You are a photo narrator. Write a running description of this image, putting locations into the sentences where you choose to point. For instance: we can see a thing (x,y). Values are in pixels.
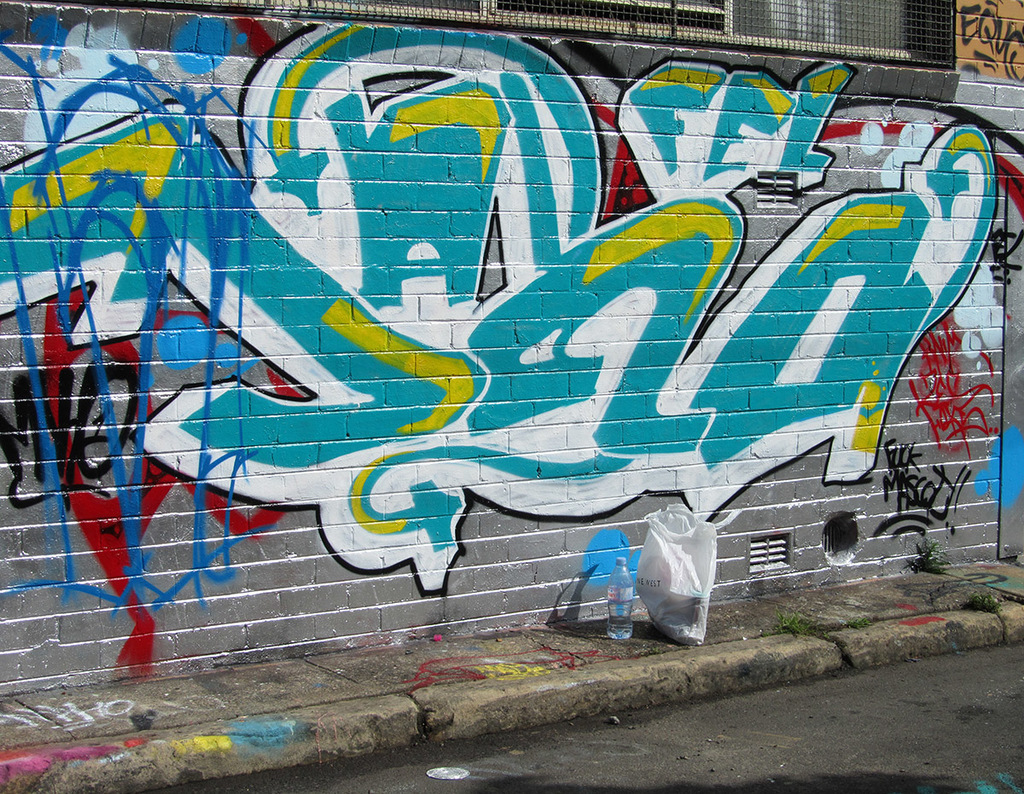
This image contains a wall (556,311), wall paint (667,244), cover (675,544), bottle (620,625), road (840,728) and plant (922,568).
